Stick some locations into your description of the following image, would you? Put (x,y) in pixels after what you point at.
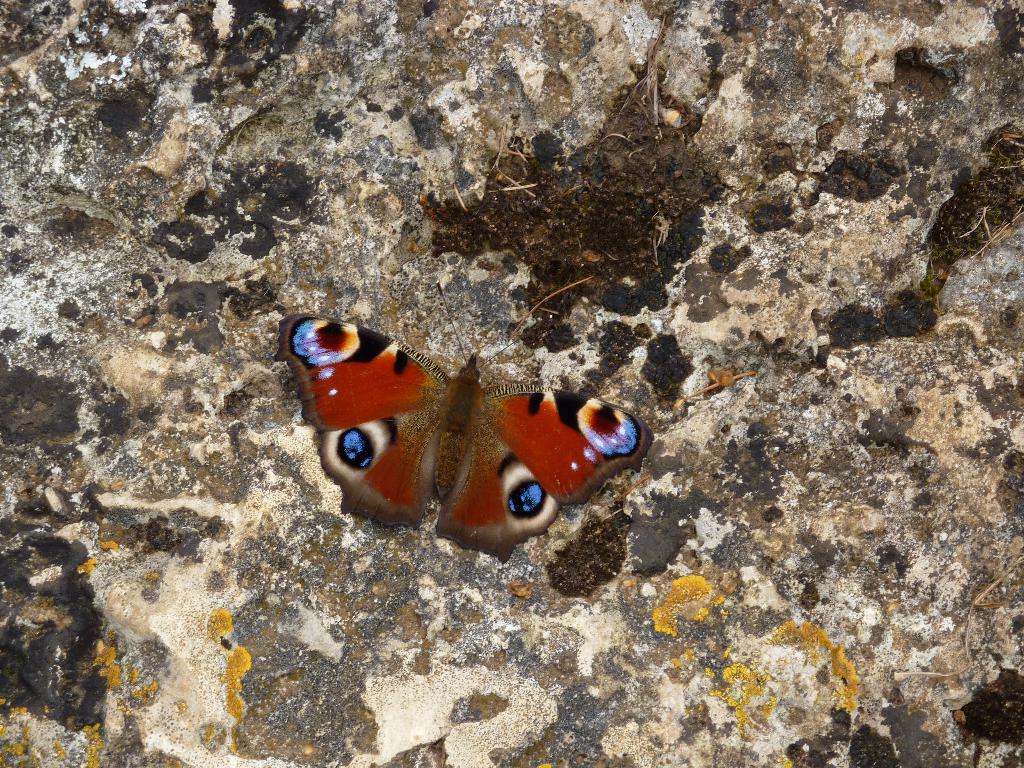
In this image we can see a butterfly (349,362) on the surface (324,242).
